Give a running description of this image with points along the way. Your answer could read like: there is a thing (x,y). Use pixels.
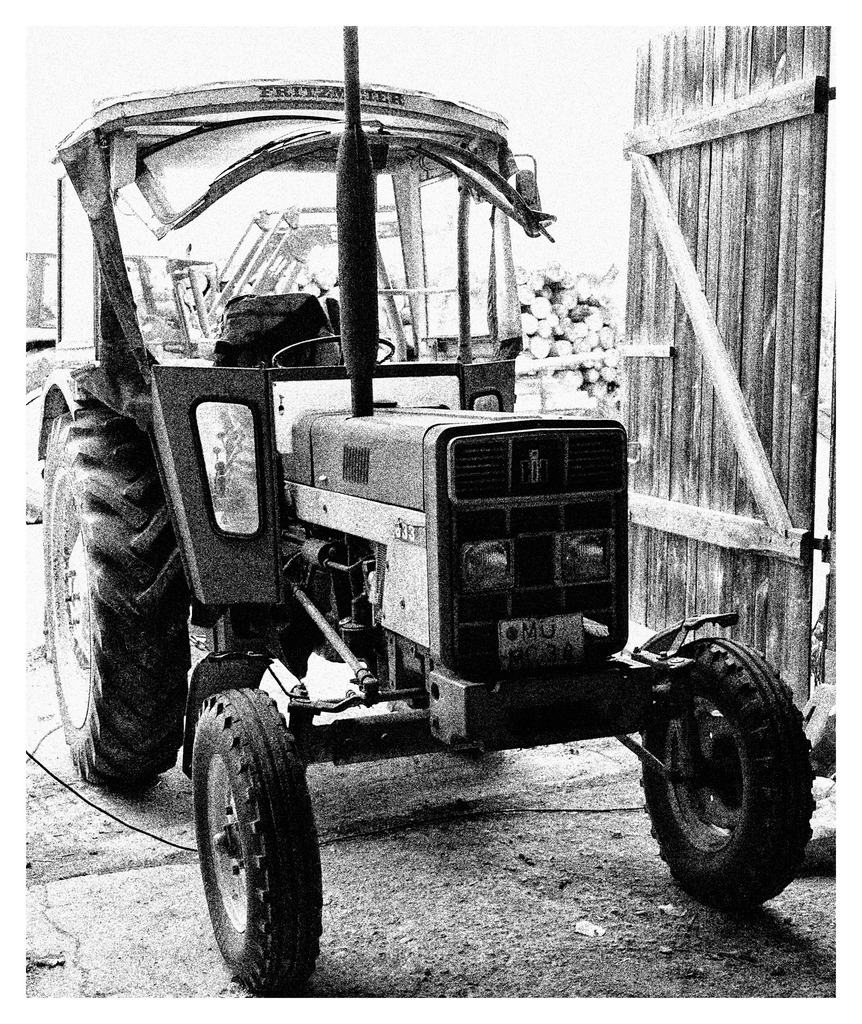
In this picture we can see a vehicle (766,860) on the ground (611,826), here we can see wooden sticks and in the background (583,362) we can see tree trunks (583,362).
